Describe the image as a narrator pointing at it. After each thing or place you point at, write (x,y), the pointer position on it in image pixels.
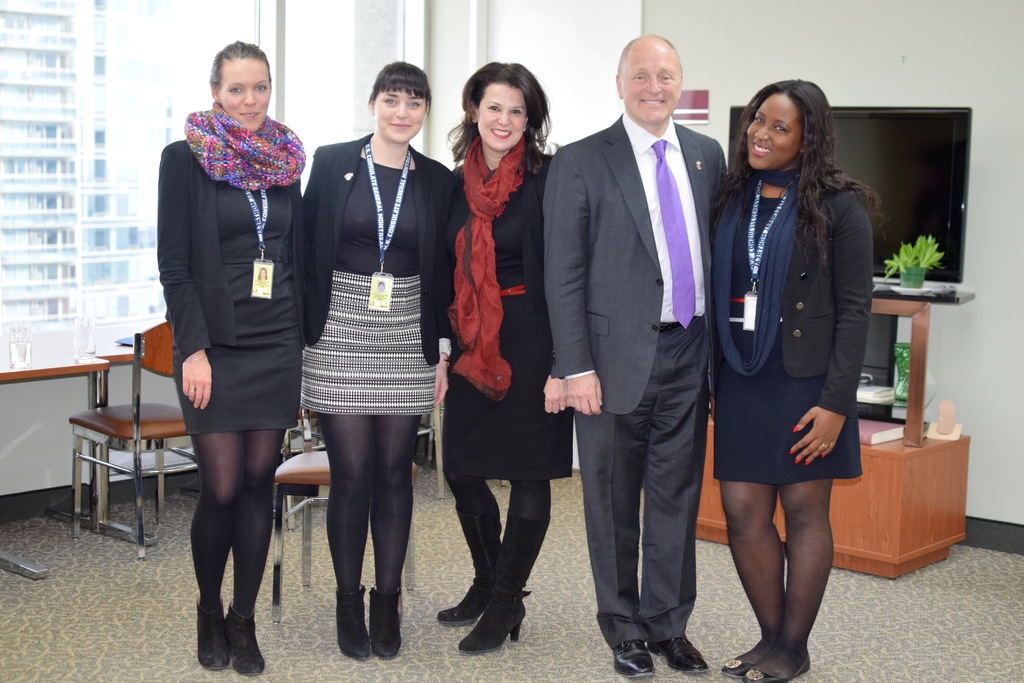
In this picture I can see people (505,292) standing on the floor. I can see sitting chairs (109,406) and table (100,359) on the left side (42,352). I can see television (881,187) and television stand (911,438) on the right side (894,350). I can see glass windows (289,59) in the background (343,57).
